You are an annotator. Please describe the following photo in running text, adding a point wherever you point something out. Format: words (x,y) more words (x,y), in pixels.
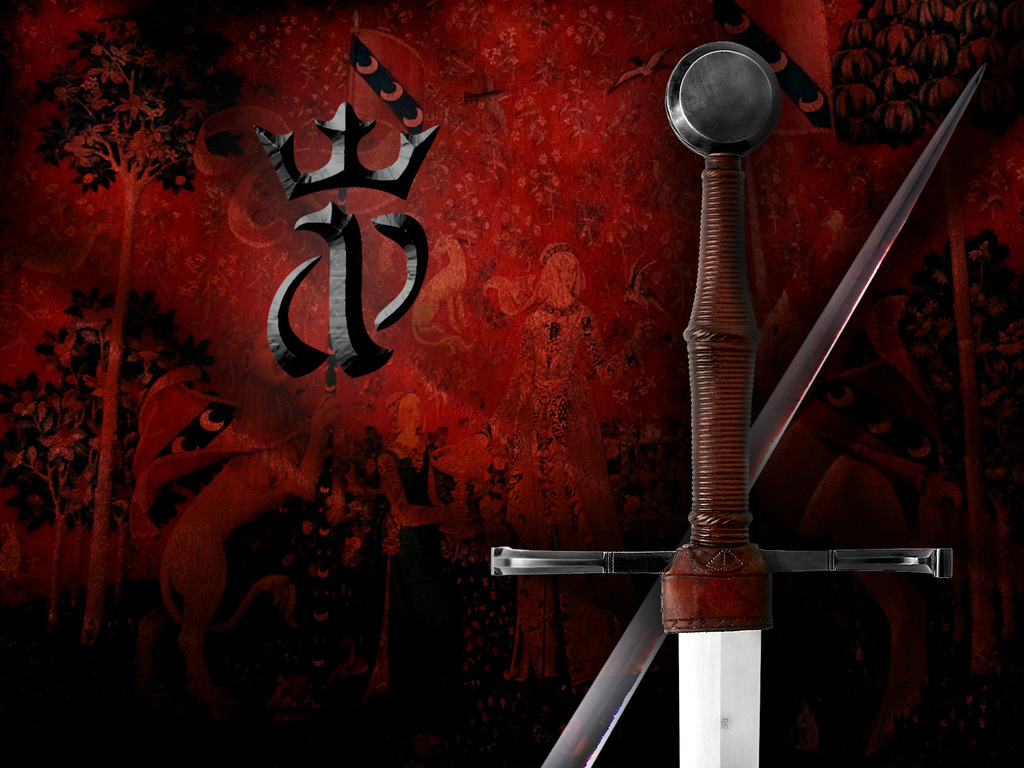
Here in this picture we can see an animated image of a sword (710,632) and behind it we can see a red and black background (89,374) with something written over there and we can see trees (162,338) also present here and there in that background (144,168).
